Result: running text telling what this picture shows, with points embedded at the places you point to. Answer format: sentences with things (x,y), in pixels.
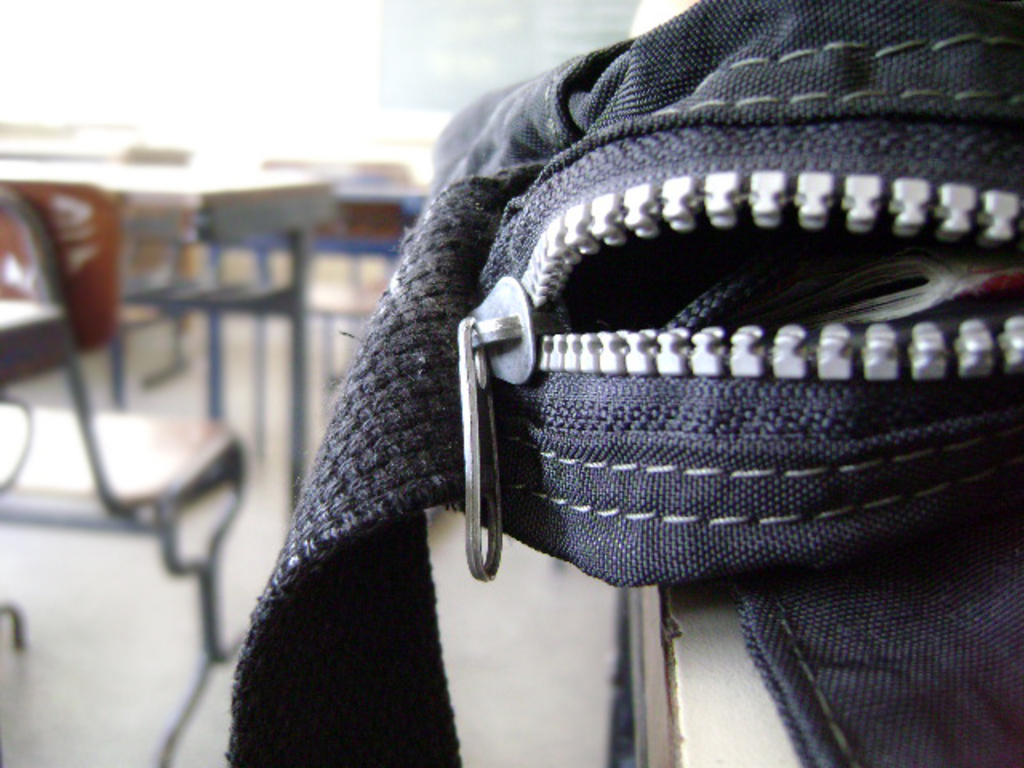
This is the zoom-in picture of a bag (648,498). In the background (260,318), we can see chairs (78,458), tables (55,169), wall (102,27) and a board (493,63).
